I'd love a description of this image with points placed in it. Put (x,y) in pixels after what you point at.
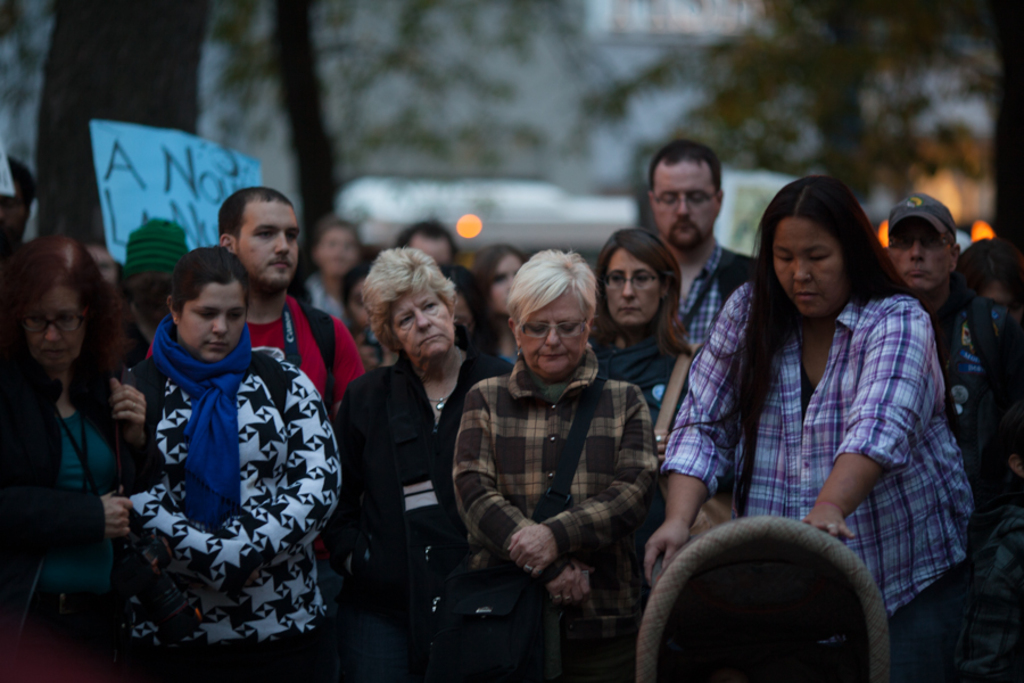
In this image we can see a few people (517,338) standing, among them, some people (469,470) are wearing the bags (481,585), there are some trees (805,114), building (652,122) and a board (208,221) with some text (199,204) on it.
